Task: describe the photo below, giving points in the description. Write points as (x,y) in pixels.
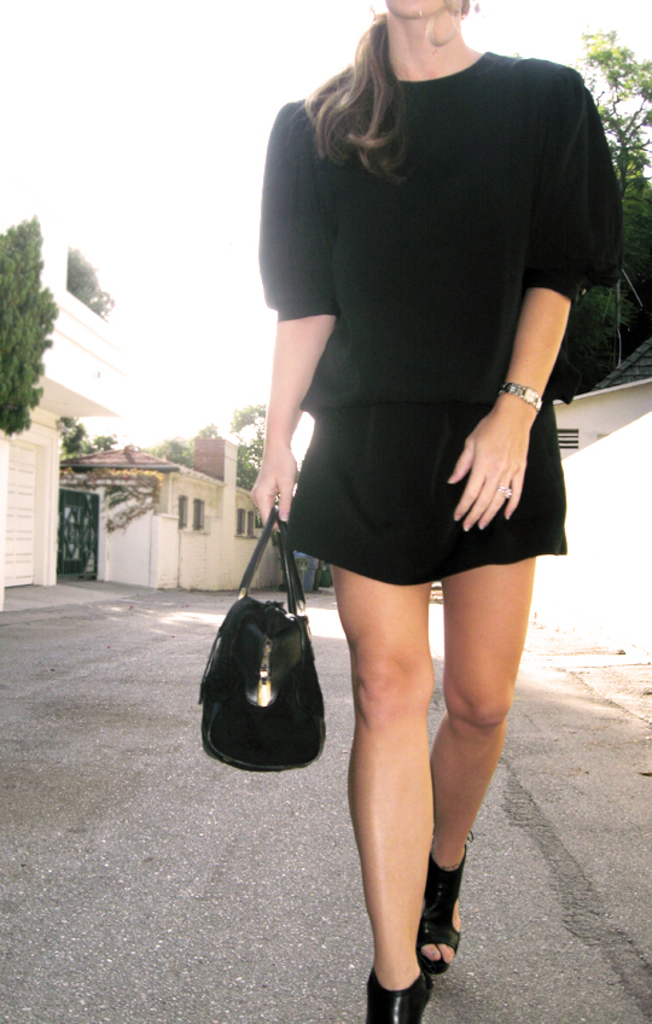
This is the women (378,413) wearing black dress (378,503), holding black hand bag (278,631) and walking. This is the tree (25,310) and buildings (159,506). This looks like a black gate (66,551).
